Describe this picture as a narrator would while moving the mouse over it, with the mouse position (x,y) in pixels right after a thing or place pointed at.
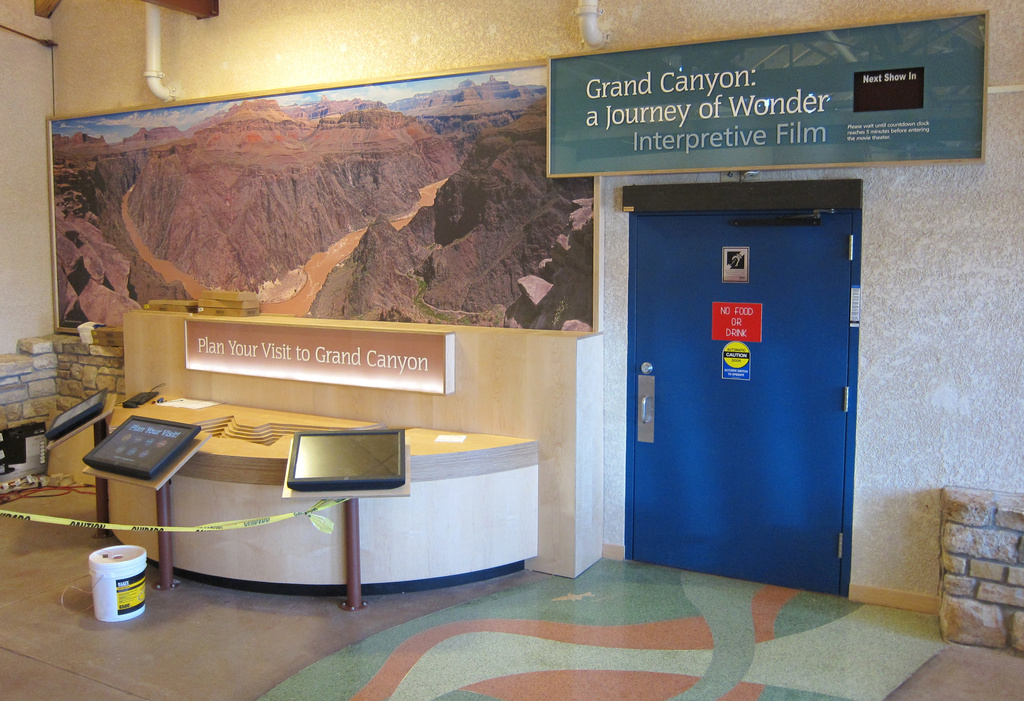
In this image, we can see a photo frame (382,223), wall (972,309), door (765,302), stickers (744,321), hoarding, monitors (170,444), stand (219,451), rods (161,508). At the bottom (613,668), we can see a floor (547,639), bucket (135,567). Top of the image (596,16), we can see pipes (158,55).
